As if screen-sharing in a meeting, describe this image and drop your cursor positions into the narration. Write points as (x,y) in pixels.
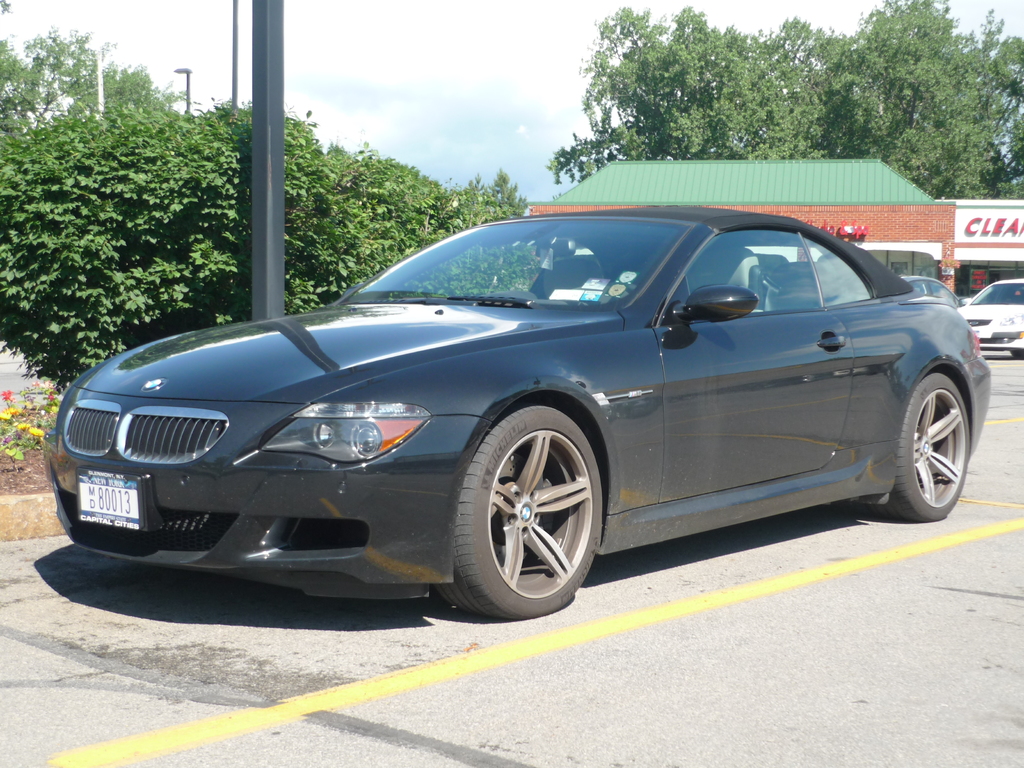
In the picture I can see vehicles (768,408) on the ground (764,530) among them the car (536,411) in front of the image is black in color. In the background (347,257) I can see trees (386,167), poles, the sky (546,100) and some other objects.
